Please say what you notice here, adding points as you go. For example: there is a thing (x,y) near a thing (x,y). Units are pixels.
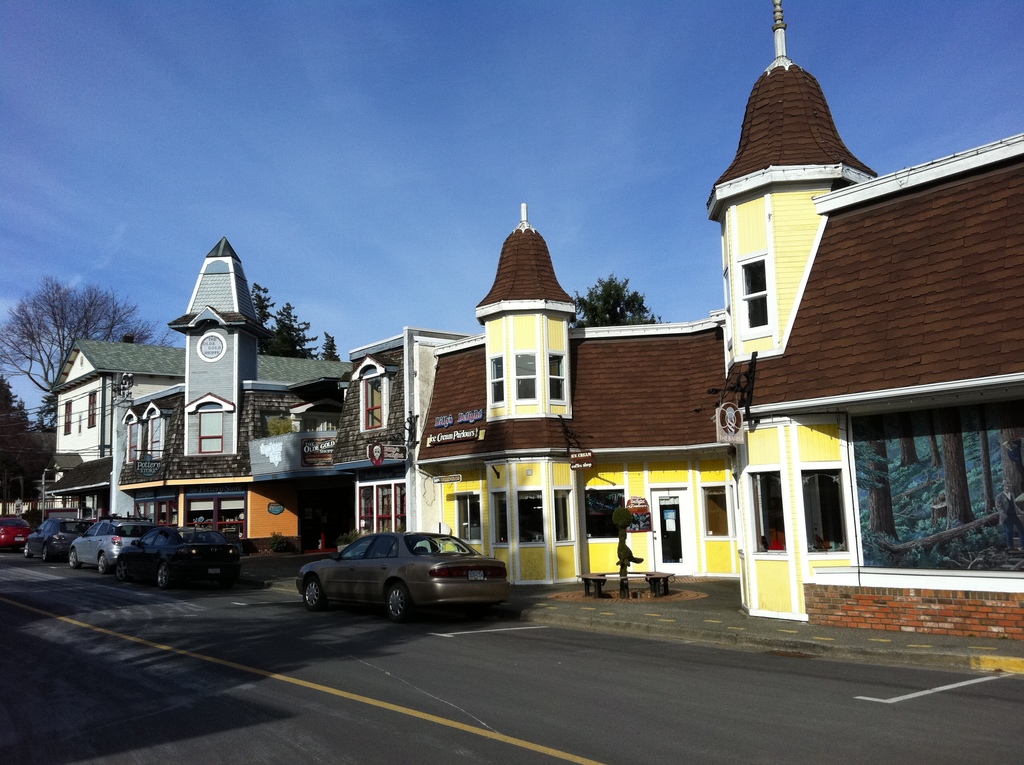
In this image in the center (587,446) there are some houses (712,449), and also we could see some vehicles (59,553), boards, trees (24,455) and some objects (955,564). At the bottom (374,657) there is road (705,657), and at the top (312,127) there is sky (387,111).
